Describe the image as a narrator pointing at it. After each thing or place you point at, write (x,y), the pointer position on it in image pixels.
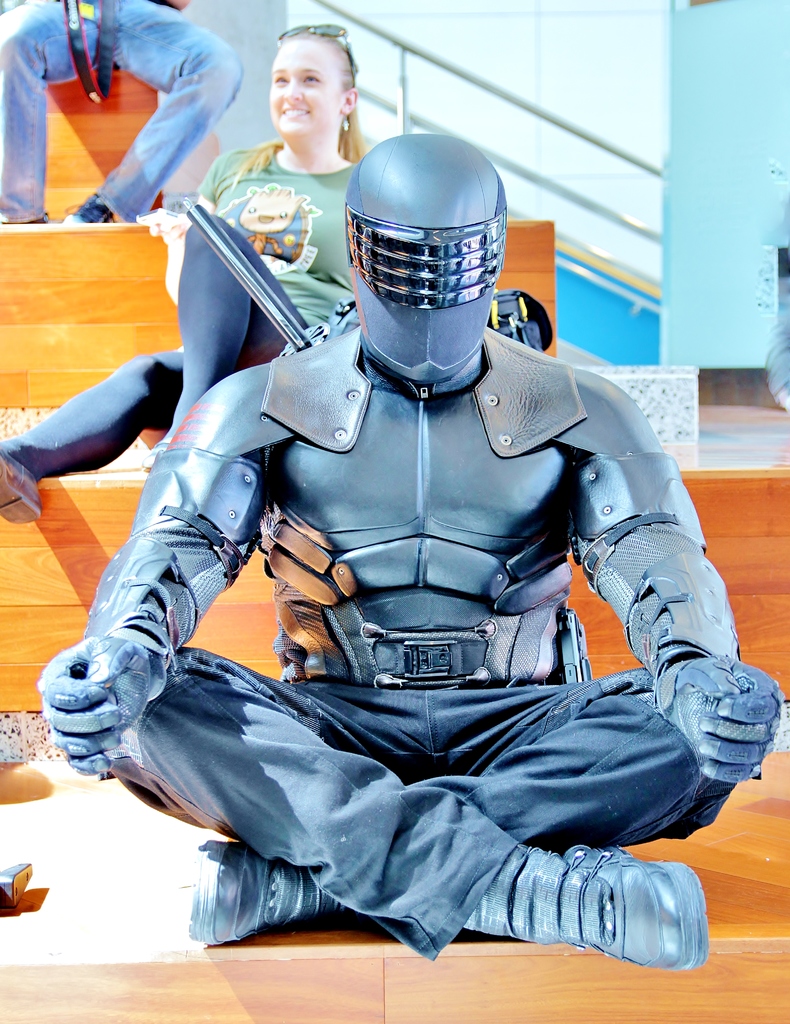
In the foreground of the image (170,482) there is a person (707,558) wearing a costume (355,369) sitting on the wooden surface (736,925). In the background of the image (173,22) there are people (191,338) sitting. There is a railing (395,112). There is a wall (582,56).
